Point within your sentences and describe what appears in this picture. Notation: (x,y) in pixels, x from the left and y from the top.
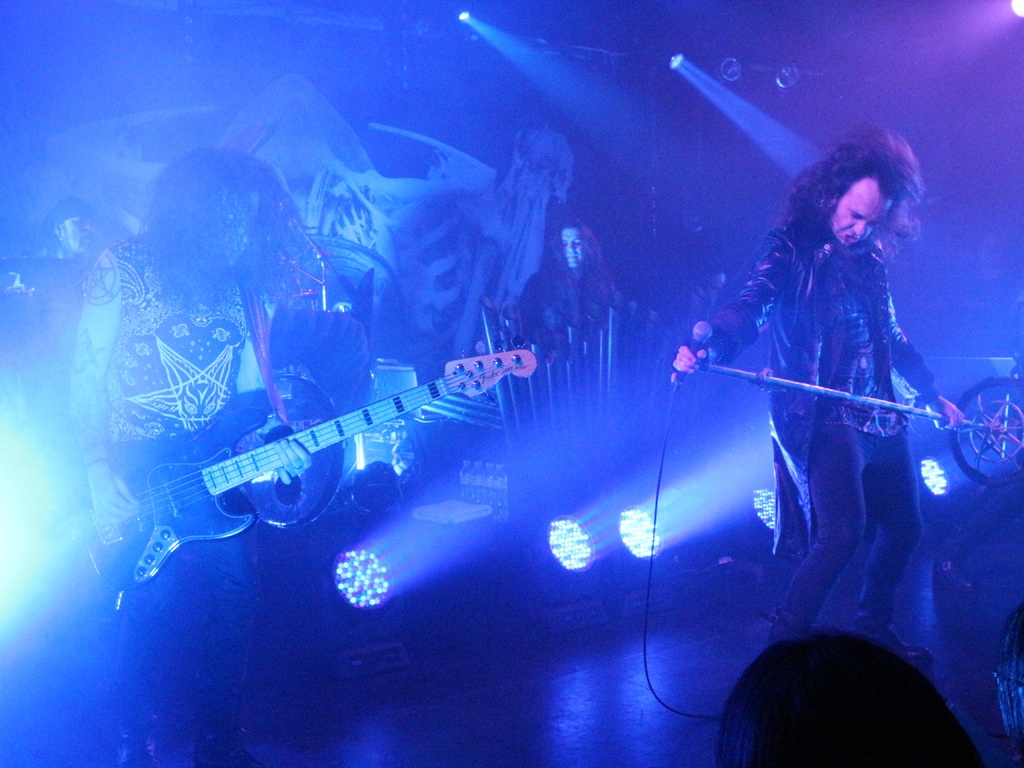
Four persons (859,430) are present on the stage (408,601). One person (286,474) is playing guitar (254,474) one person (856,454) is holding microphone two persons (565,288) are standing. Behind them there is a poster (508,206) and there are lights (575,546) present on the stage (523,667).
